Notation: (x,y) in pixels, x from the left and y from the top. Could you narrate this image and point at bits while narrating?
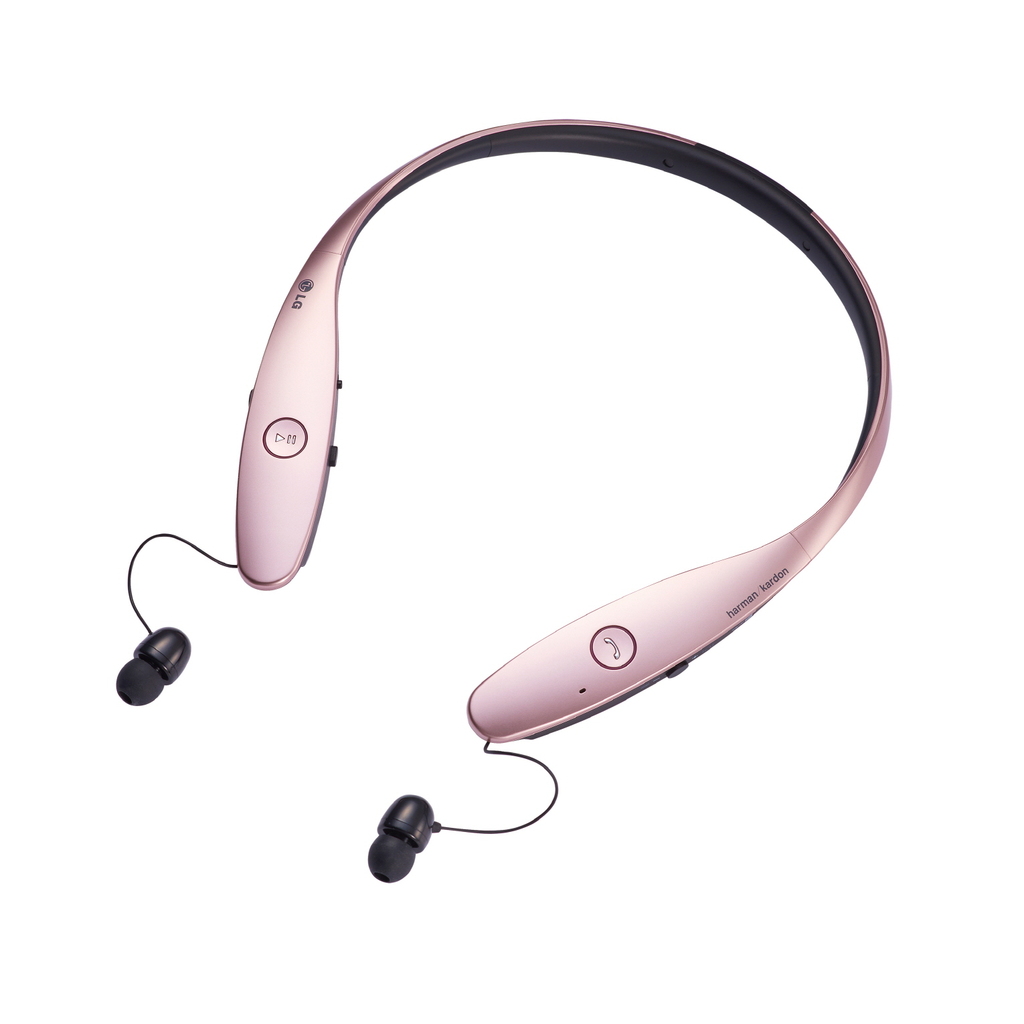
In this image we can see a bluetooth headset (520,704).
